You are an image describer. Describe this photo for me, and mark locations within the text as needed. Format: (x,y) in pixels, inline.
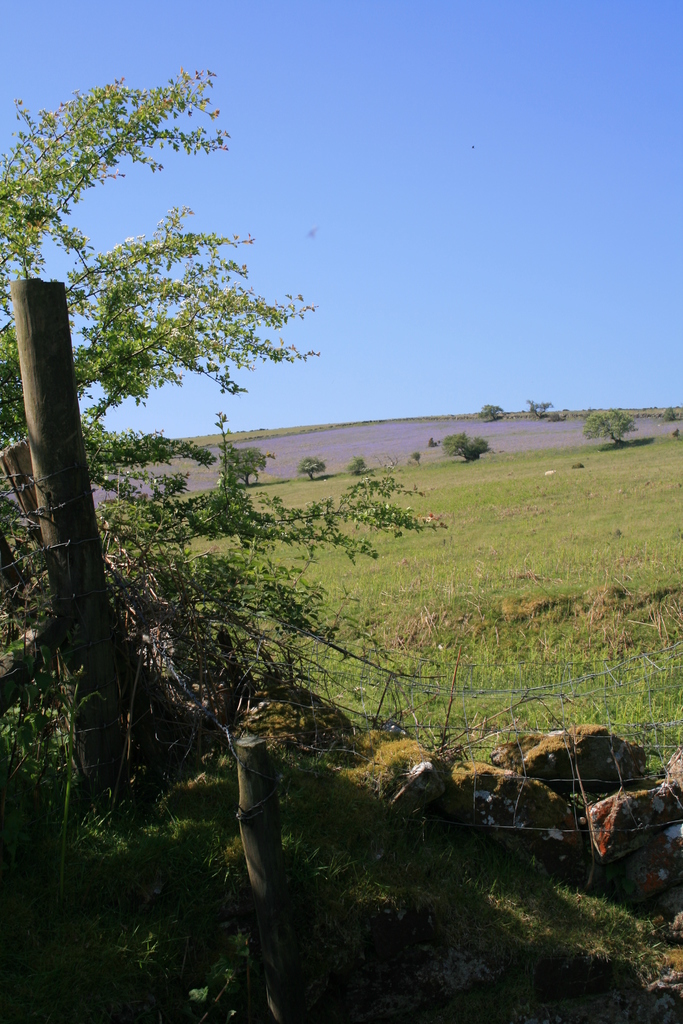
In this image we can see the trees (164,448), fence (543,680), rocks (580,729) and also grass (295,885). Sky (568,156) is also visible.
